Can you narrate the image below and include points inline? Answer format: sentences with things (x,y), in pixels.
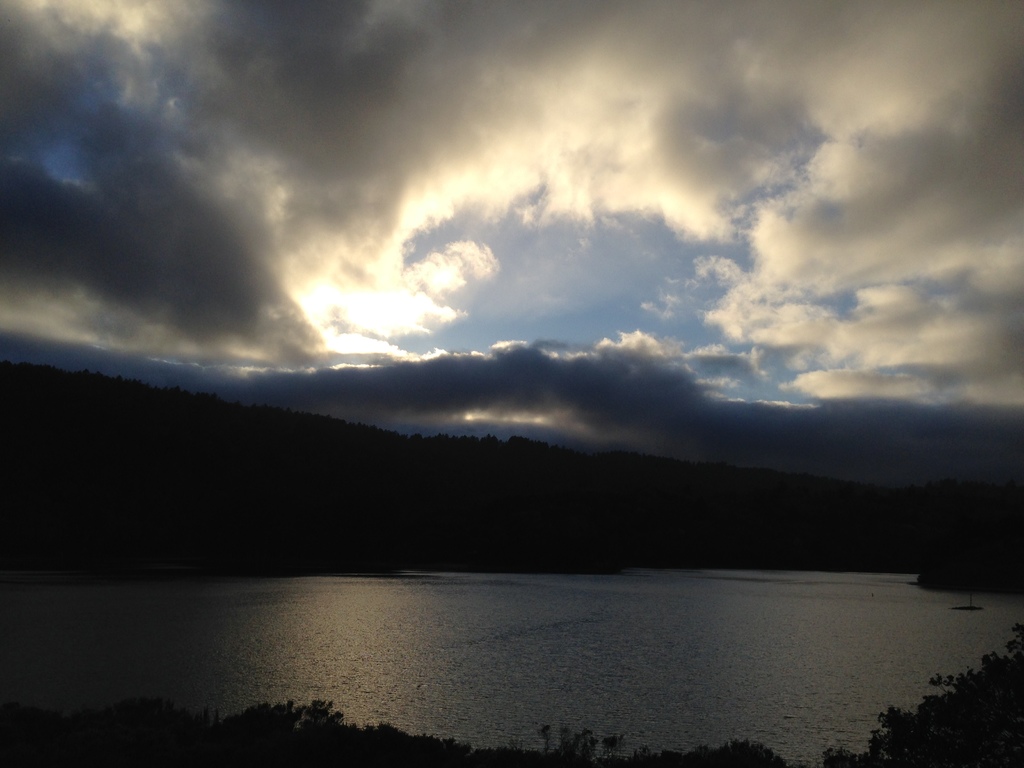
In this image there is a lake (811,591), in the background (145,506) there are trees (474,522) and cloudy sky (697,372).
